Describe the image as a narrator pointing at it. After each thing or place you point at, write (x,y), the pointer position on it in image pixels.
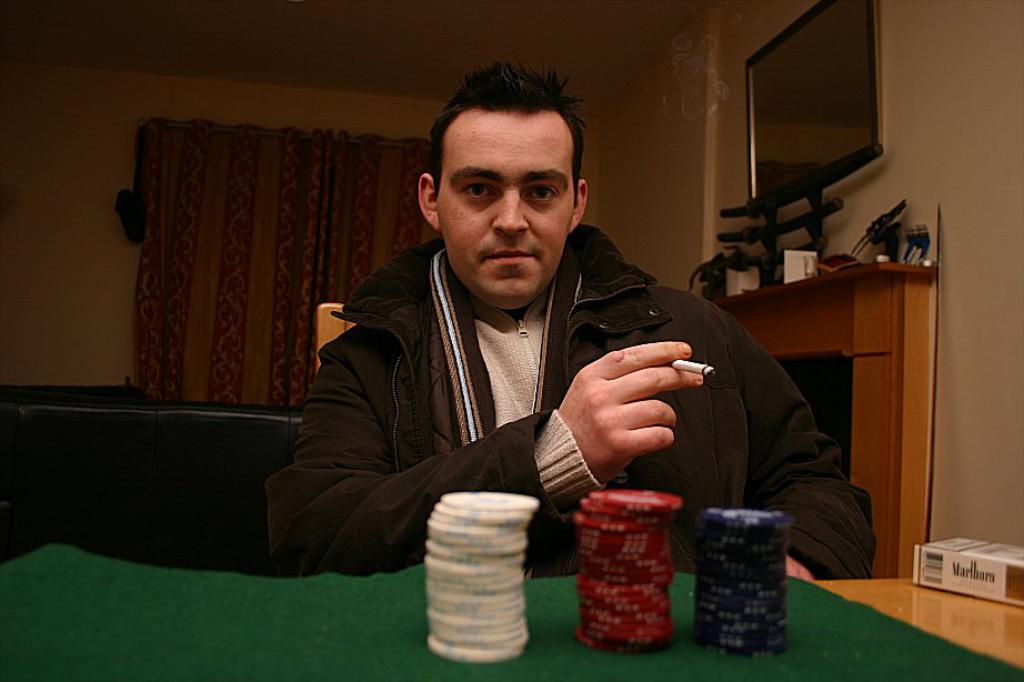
In this image there is a man (417,362) sitting in a chair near the table (261,597) with the casino coins (775,597) and there is a cigarette box (947,576) in the table (940,592) and in back ground (838,290) there is television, fireplace (844,276), curtain (193,189).
